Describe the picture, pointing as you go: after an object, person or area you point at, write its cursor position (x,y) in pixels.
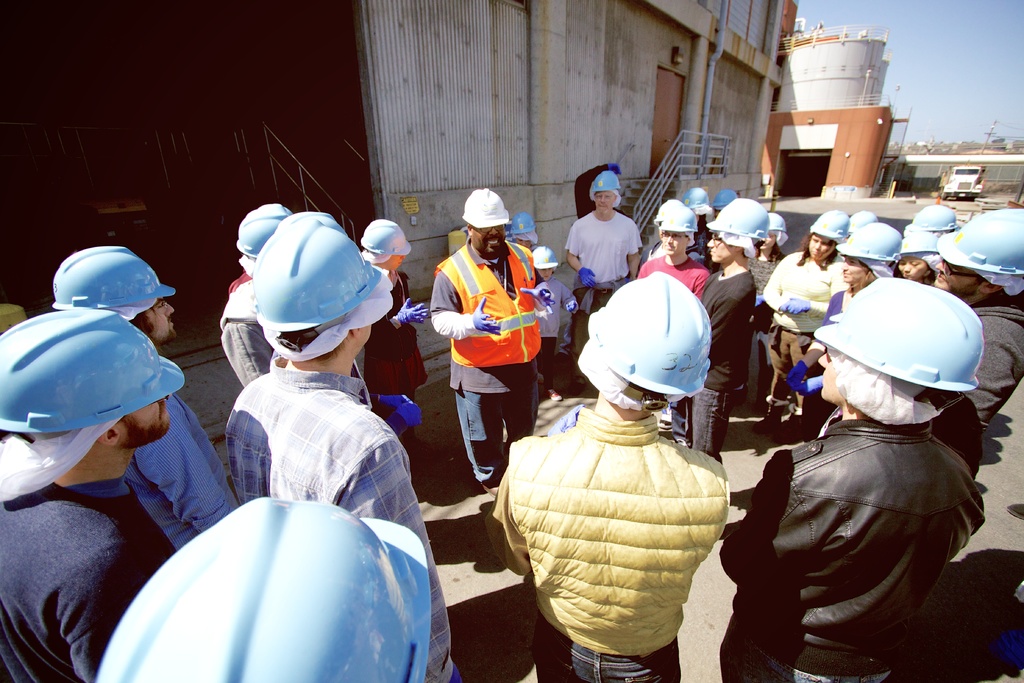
At the bottom of this image (608,458), there are persons (301,232) in different color dresses (786,294). Some of them are wearing blue color helmets (356,263). The rest of them are wearing white color helmets (476,202). In the background (533,202), there is a shed (445,9), a tank (795,61), a pipe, a vehicle (963,172), a pole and the sky (962,36).
